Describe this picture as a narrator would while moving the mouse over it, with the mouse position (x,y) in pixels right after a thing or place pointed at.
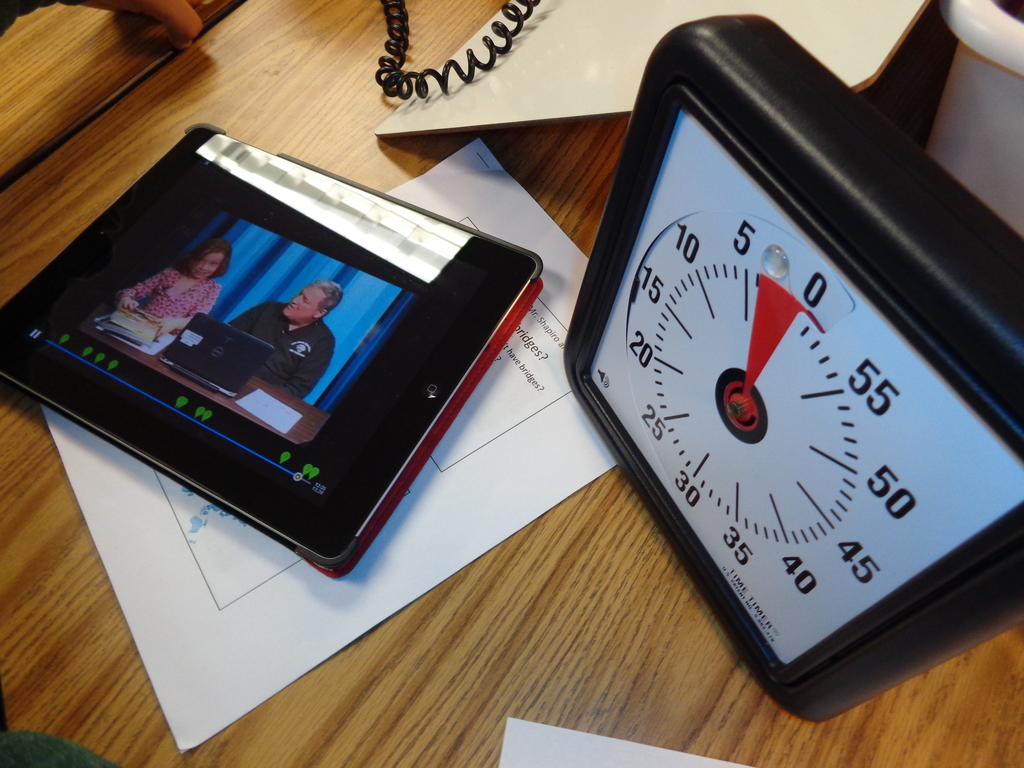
In this image, we can see an iPad (299,396), paper (423,503), meter (890,501), some objects (1006,135) are placed on the wooden surface (464,650). In the screen (259,348), we can see laptop (215,328), woman (177,302) and man (261,334). Here we can see woman (158,315) is holding some objects (146,327).
